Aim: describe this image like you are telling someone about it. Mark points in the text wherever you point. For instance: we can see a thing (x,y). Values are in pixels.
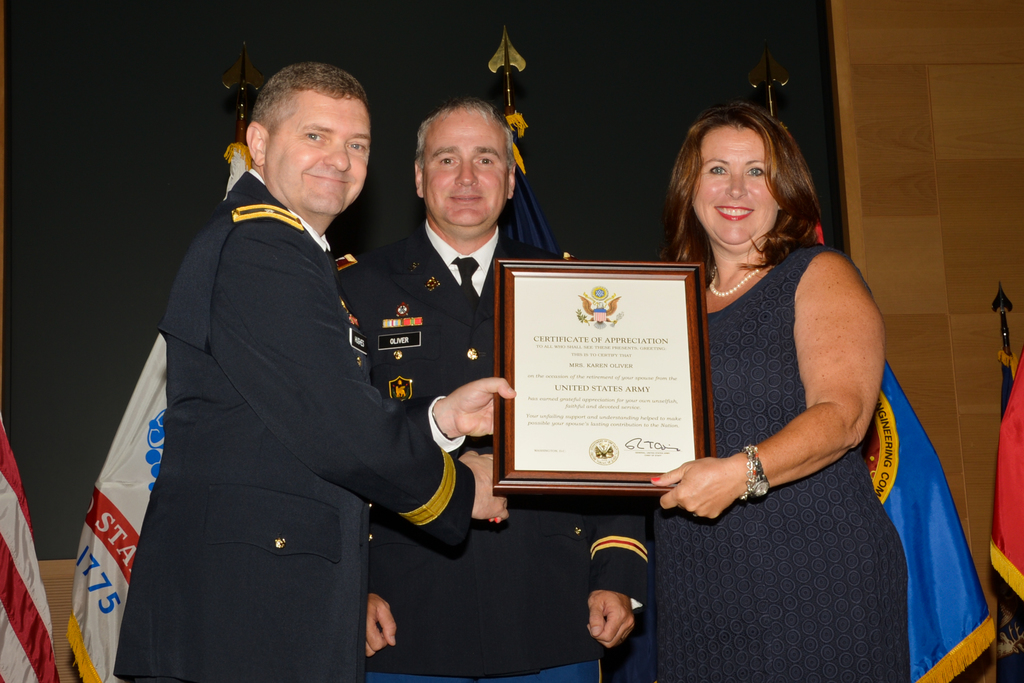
In this image I can see three persons (472,361) standing and smiling. Two of the persons (791,527) are holding a certificate (614,398). There are flags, poles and in the background (540,168) there is a wall (809,57).
